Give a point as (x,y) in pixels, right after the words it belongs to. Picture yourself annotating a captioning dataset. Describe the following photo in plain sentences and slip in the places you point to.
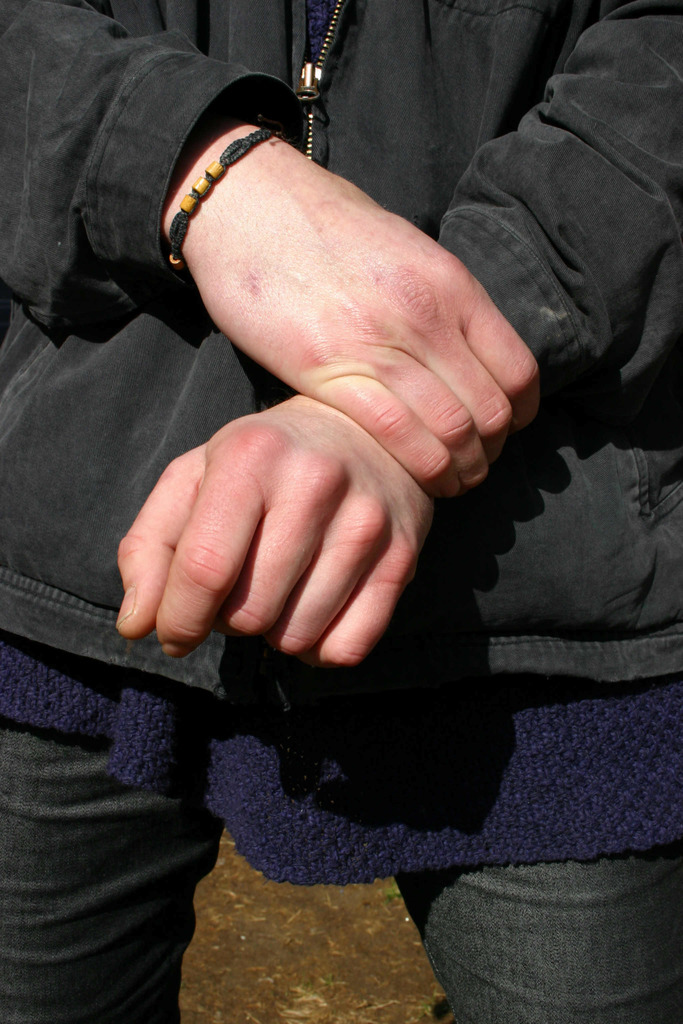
In this image I can see a person (428,400) standing and wearing black coat (626,555) and I can see a hand-band (207,186).
